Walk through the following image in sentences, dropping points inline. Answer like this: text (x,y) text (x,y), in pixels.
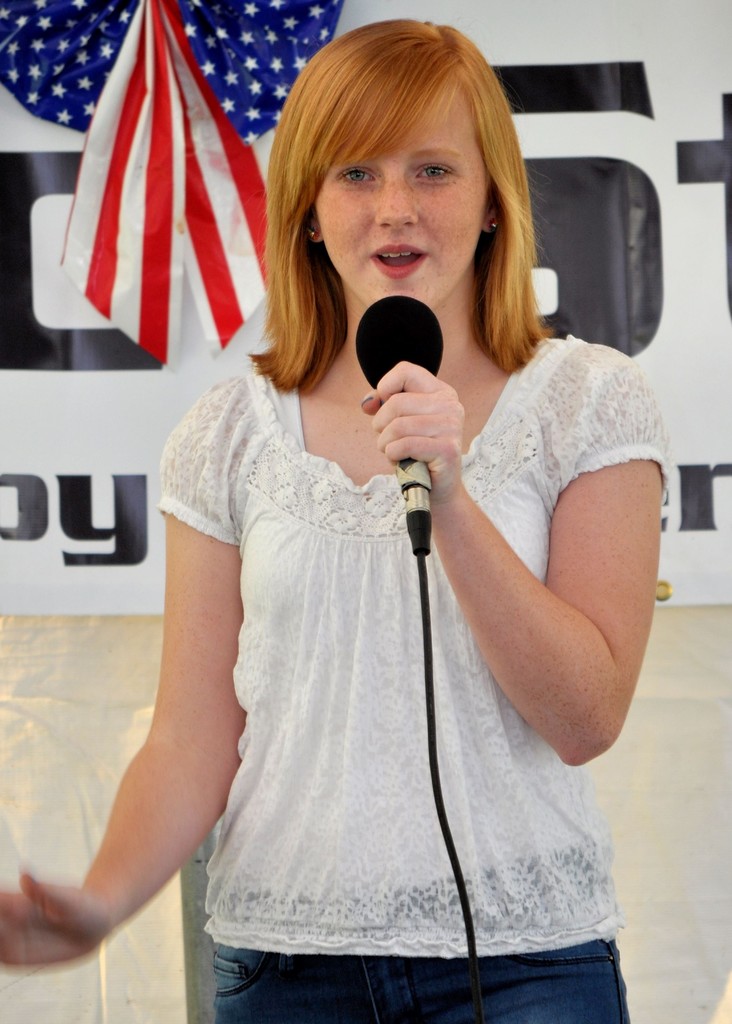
In this image we can see a lady (419,610) standing and speaking into a microphone (432,320). There is a USA flag (213,184) and a banner (103,473) behind a person (189,468).
